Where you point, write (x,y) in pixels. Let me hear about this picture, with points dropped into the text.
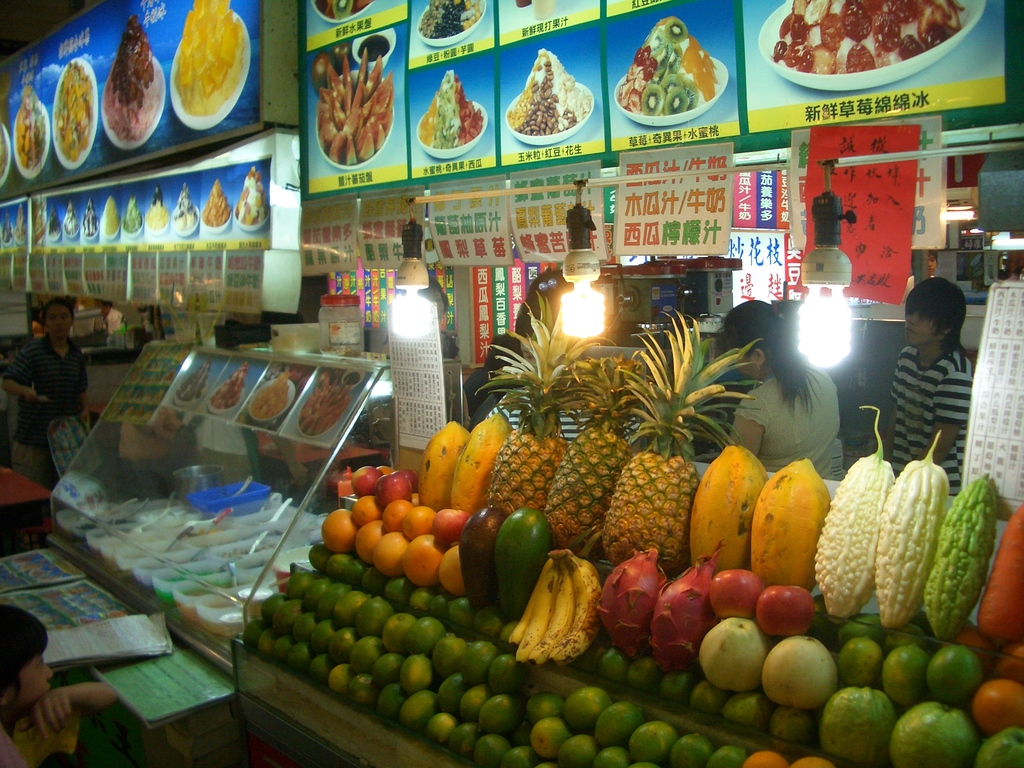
In this image, we can see fruits (456,431) on the stand (554,572) and in the background (765,354), we can see people (761,303) and there are stores (586,195), boards (533,124), lights (813,321) and we can see some bowls (205,540) and spoons (199,523) and some food items (104,529) and there are some papers (74,596) on the table (160,661) and there is a person (52,394) holding some objects (56,432) and we can see a jar (336,311) and some other objects (707,263).
